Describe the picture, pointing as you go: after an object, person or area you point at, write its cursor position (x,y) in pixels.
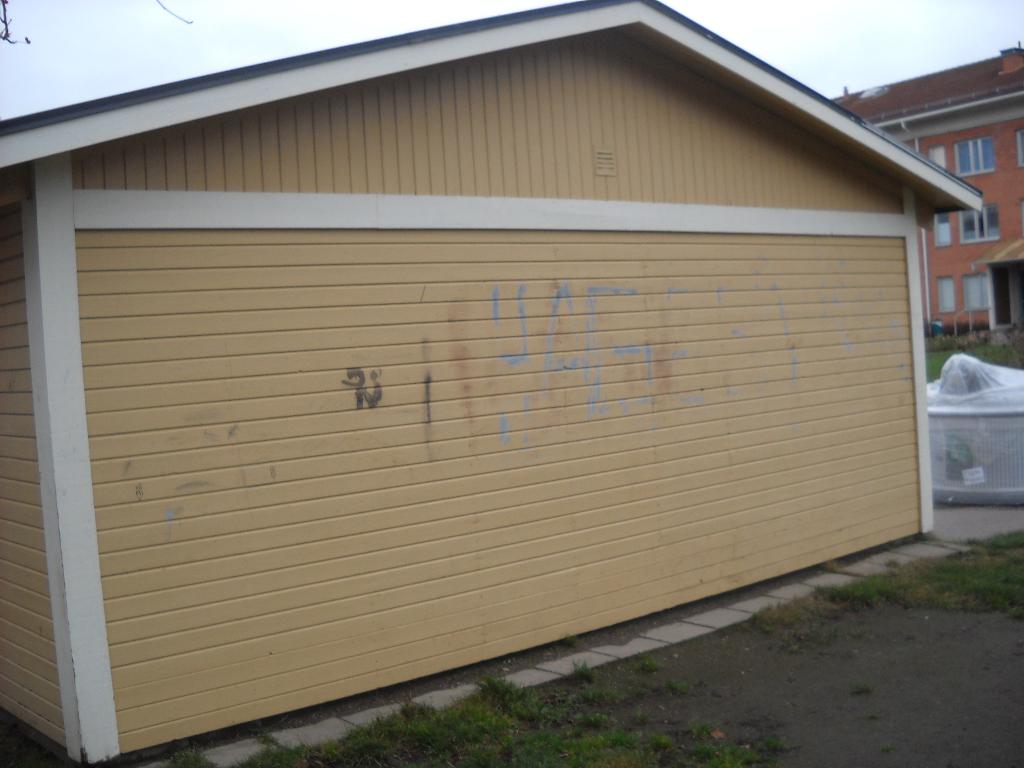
In this image there is the sky (916,19) towards the top of the image (165,57), there is a building (959,138) towards the right of the image (960,114), there is a building (223,378) towards the left of the image (231,333), there are windows (963,219), there is a wall (503,364), there is an object (981,403) towards the right of the image (949,401), there is road (819,707) towards the right of the image (846,691), there is grass (426,738) on the road (805,657), there is an object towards the top of the image (9,25).
